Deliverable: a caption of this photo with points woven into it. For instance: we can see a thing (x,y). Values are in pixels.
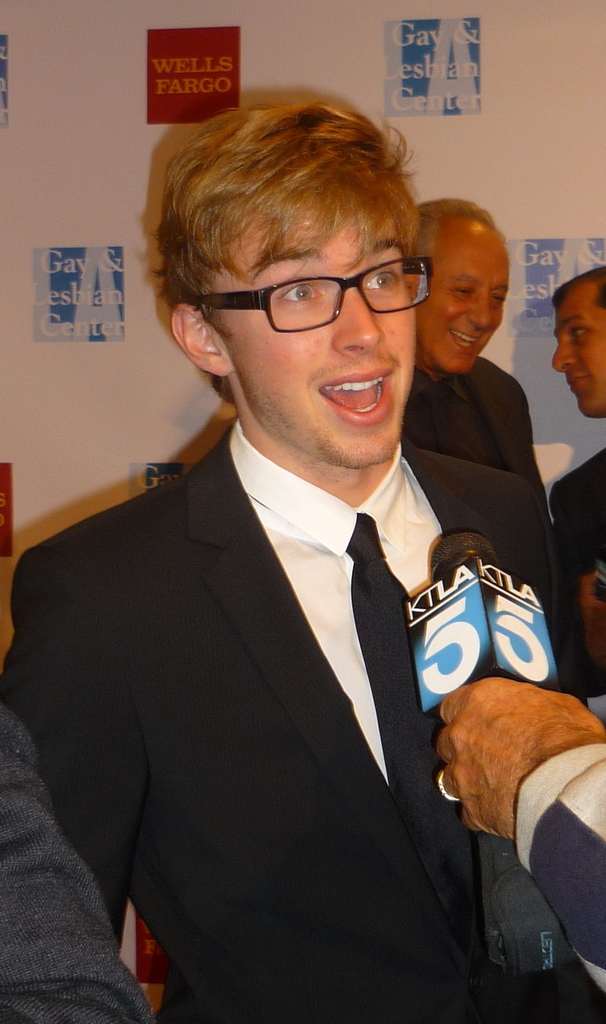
In this image, there are a few people (576,326). Among them, we can see the hand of a person (577,854) holding a microphone (486,593). In the background (377,100), we can see the board (80,275) with some text (396,80).
